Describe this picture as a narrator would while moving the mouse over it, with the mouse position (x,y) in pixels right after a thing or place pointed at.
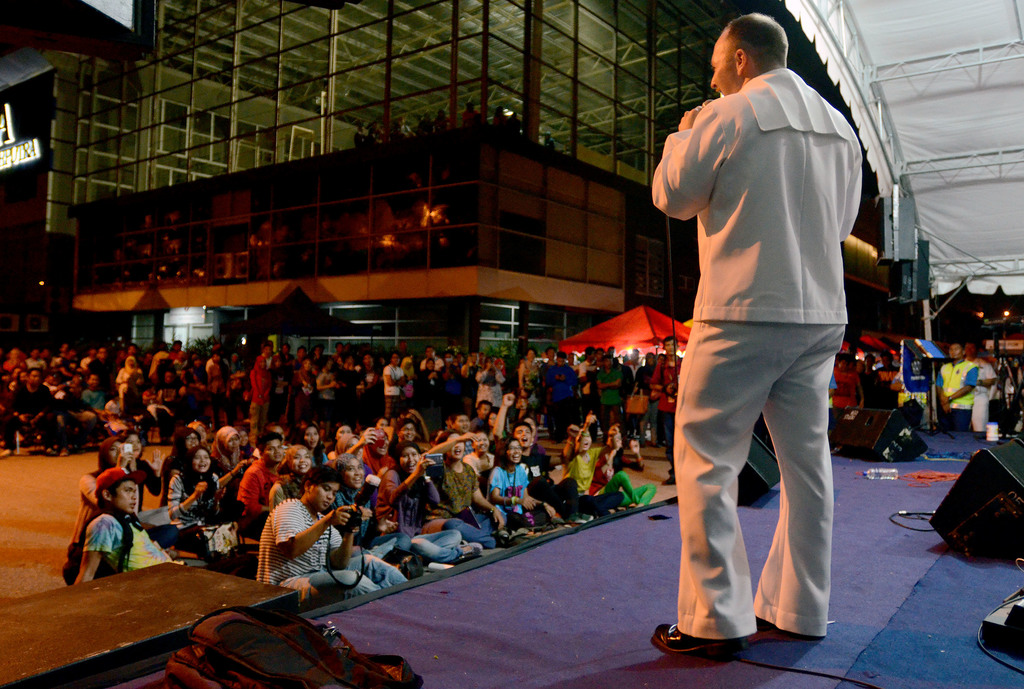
On the right side of the image (766,337), we can see a person (751,300) is standing on the stage (522,643). Here we can see few objects (1006,621) and backpack (251,672). Background (960,357) we can see a group of people (595,470), stalls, poles (932,378), buildings (114,335), walls (250,289), glass objects (575,191), lights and tent (1005,84). Here we can see few people (294,509) are sitting on the surface (39,530). Few are holding some objects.
